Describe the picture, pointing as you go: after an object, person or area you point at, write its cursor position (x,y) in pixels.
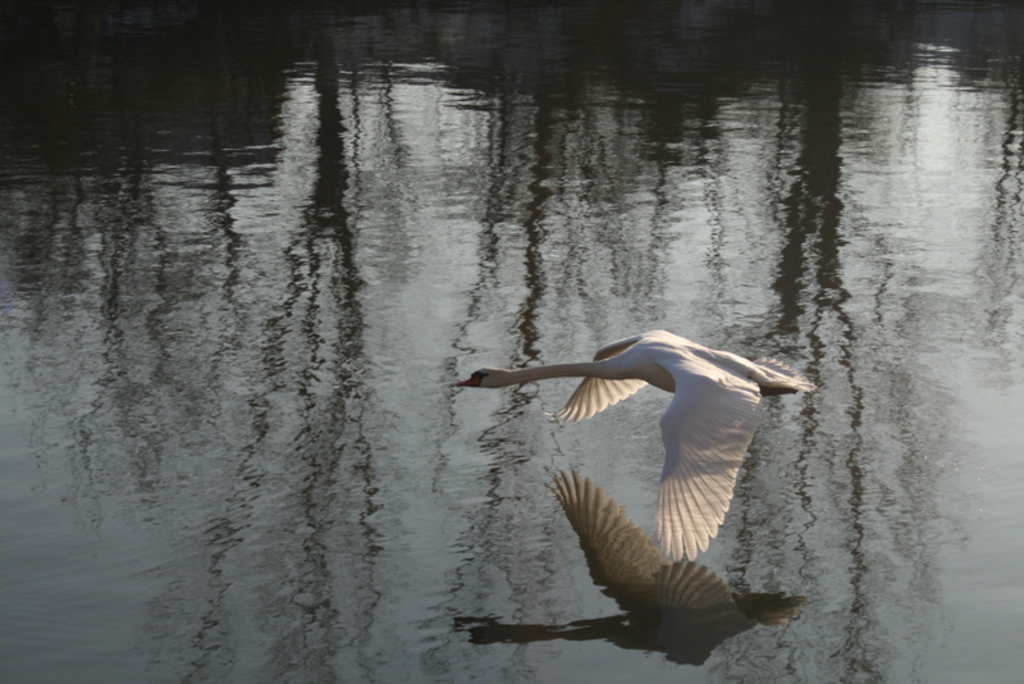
In this picture we can see a bird (722,439) flying in the air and in the background (426,135) we can see water (619,160).
